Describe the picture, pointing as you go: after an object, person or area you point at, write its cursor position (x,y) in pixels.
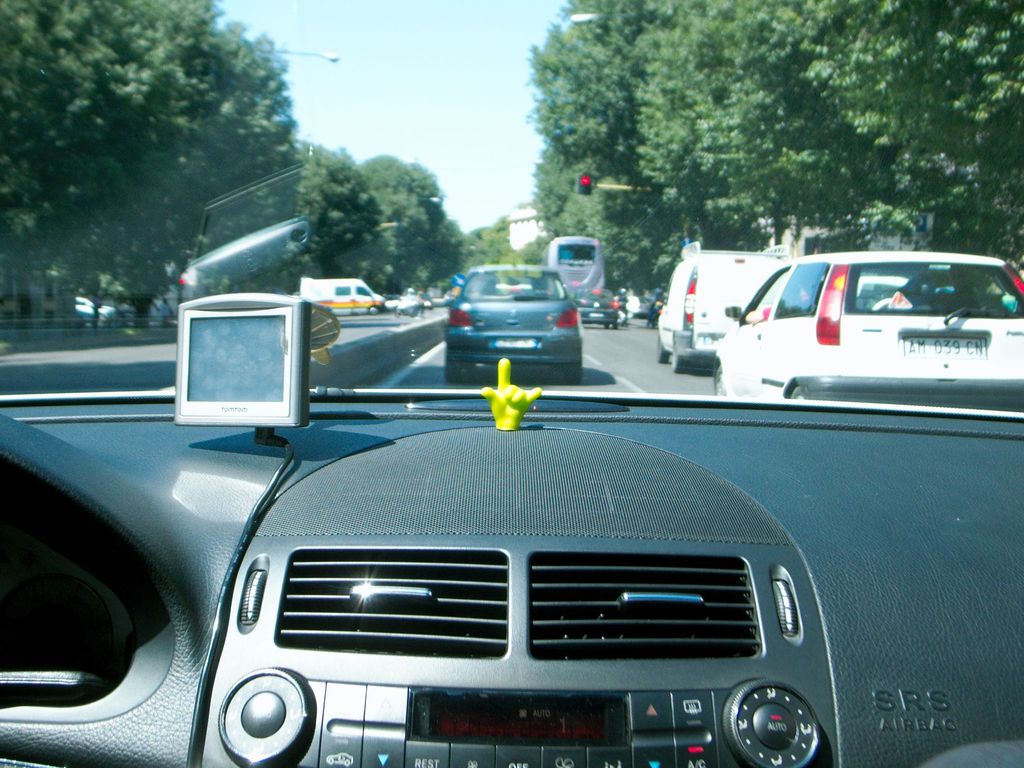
In the foreground of this image (149,633), there are AC vents (562,654), devices (277,380) and the dashboard (786,467) of a car (843,438). Through the glass (637,215), we can see vehicles (512,331) moving on the road (367,327) and on either side, there are trees (683,178) and poles (635,185). At the top (422,63), there is the sky (447,74).
